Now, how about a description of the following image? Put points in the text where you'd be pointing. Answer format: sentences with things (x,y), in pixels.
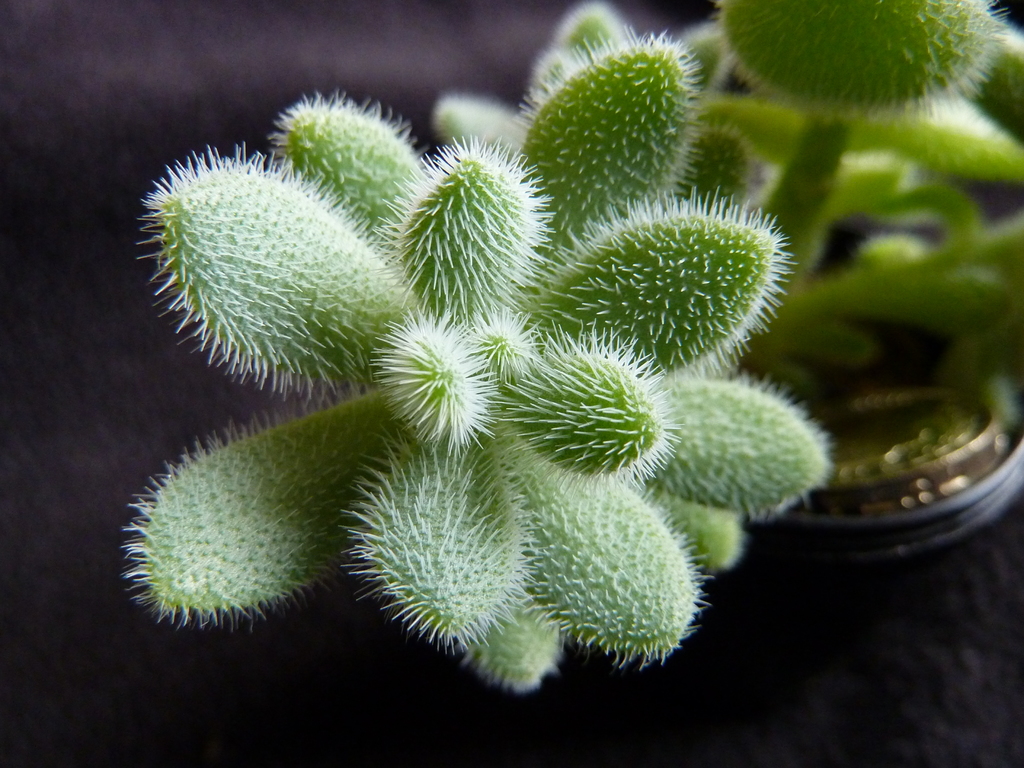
In this image the background (119,314) is dark. On the right side of the image (904,497) there is a pot (855,523) with a cactus plant (739,477) in it.
